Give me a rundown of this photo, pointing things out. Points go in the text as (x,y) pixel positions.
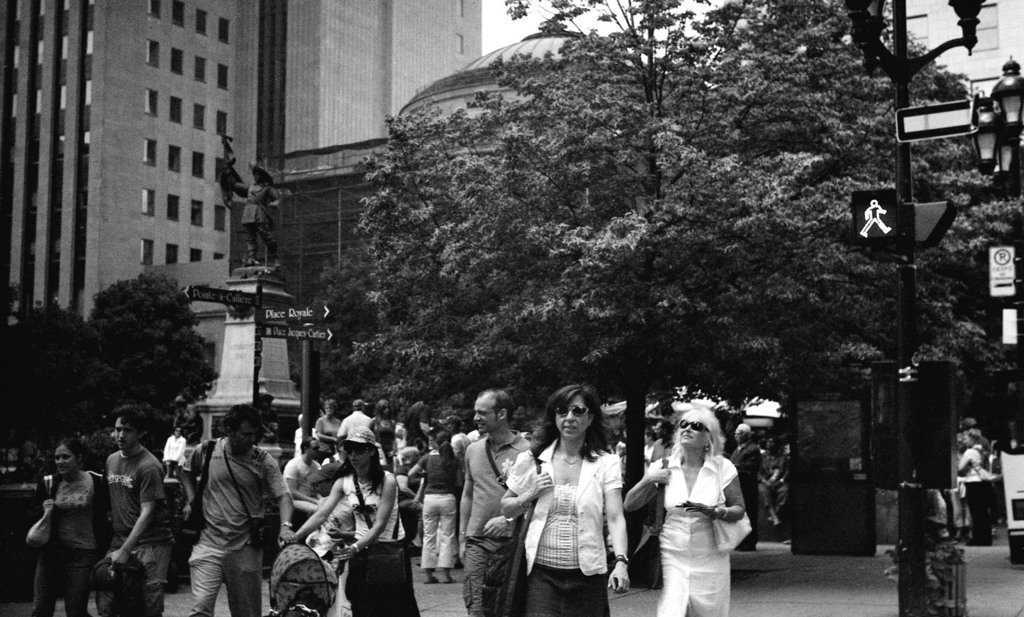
This is a black and white image, where we can see a group of people (388,468) walking and a few of them are carrying bags (389,566) and other objects (286,575), behind them there are trees (387,141), on the left side of the image (220,399) there is a statue (219,397) and a directional board (315,340), behind it there are trees (325,352) and buildings (367,103), on the right side of the image (919,567) there are traffic lights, street lights (985,141) and a few other objects (939,589).
